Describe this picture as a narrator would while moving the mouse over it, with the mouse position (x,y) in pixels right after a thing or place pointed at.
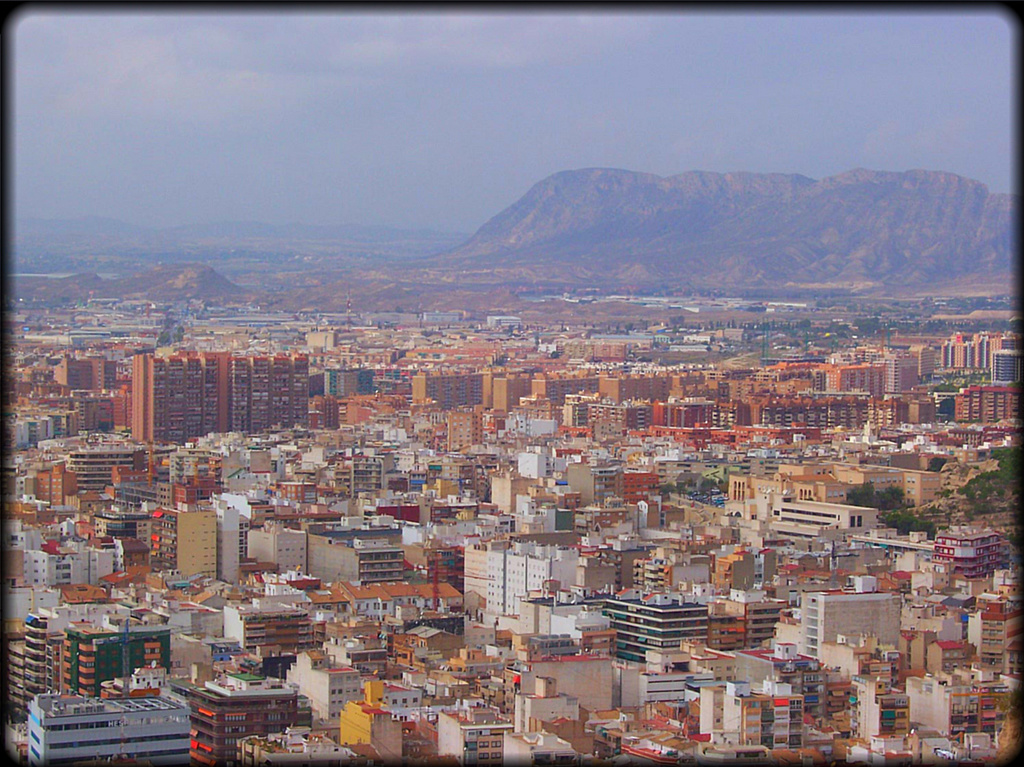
This is the picture of a photo and there are some buildings (652,335) and trees (718,327) and in the background (709,212), we can see the mountains (158,238) and at the top (367,141) we can see the sky (925,134).
